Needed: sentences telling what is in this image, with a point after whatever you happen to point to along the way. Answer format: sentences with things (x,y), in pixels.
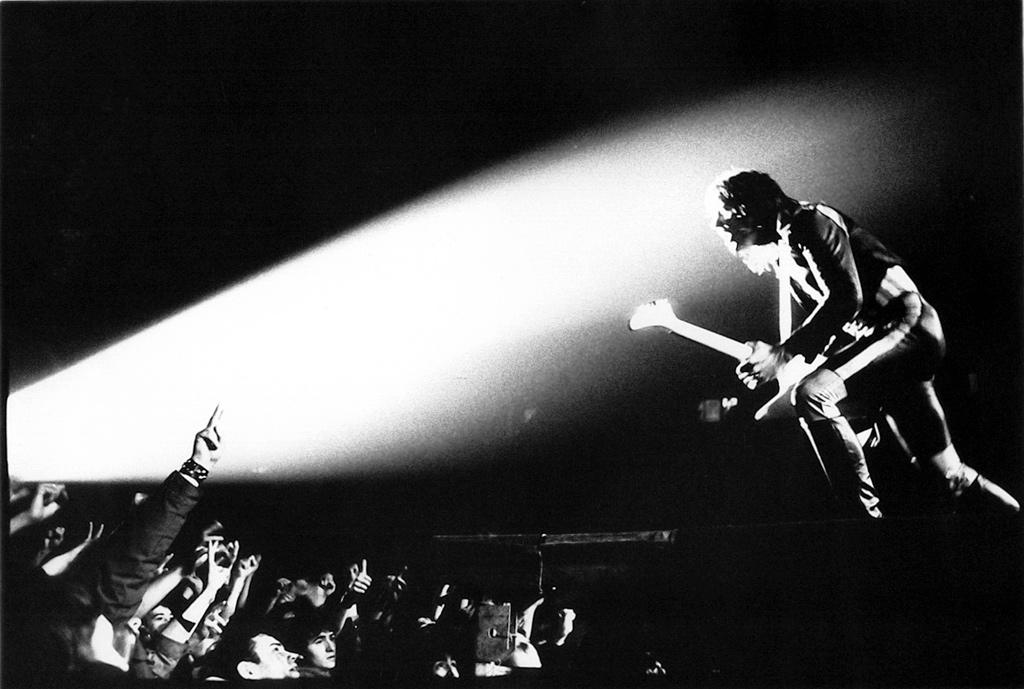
In this image we can see one man (887,315) standing on a stage (875,633), playing guitar (702,336). Some people (388,583) standing in front of the stage (763,602) and some objects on the surface (747,586).
